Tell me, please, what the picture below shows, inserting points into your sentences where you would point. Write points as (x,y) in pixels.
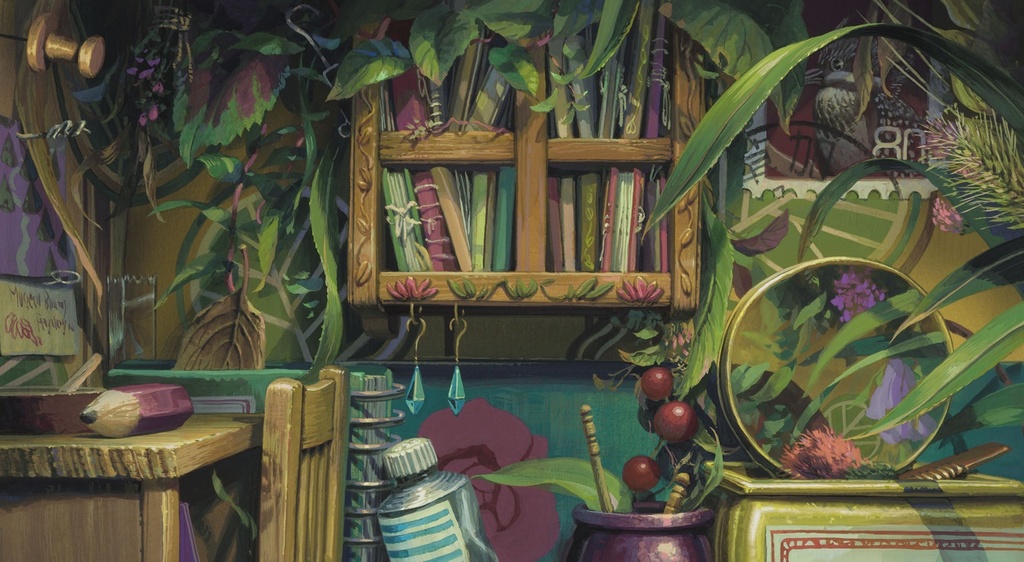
In this image we can see a painting (688,290). In the painting (467,260) there is a cupboard (361,264) with books (499,198). On the cupboard (424,297) there are earrings (420,337). On the wall (794,212) there is a stamp (826,150). On the stamp (871,139) there is a number (874,143) and a bird (840,112). Also there is a table (149,474) and chair (278,479). On the table (102,444) there is a pencil (118,408) and some other items (87,392). At the bottom (401,514) there is bottle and pot (619,526) with some items (628,471). And there is another box (779,502) with some other things (843,417). Also there are leaves (897,341) and flowers (1006,166).
